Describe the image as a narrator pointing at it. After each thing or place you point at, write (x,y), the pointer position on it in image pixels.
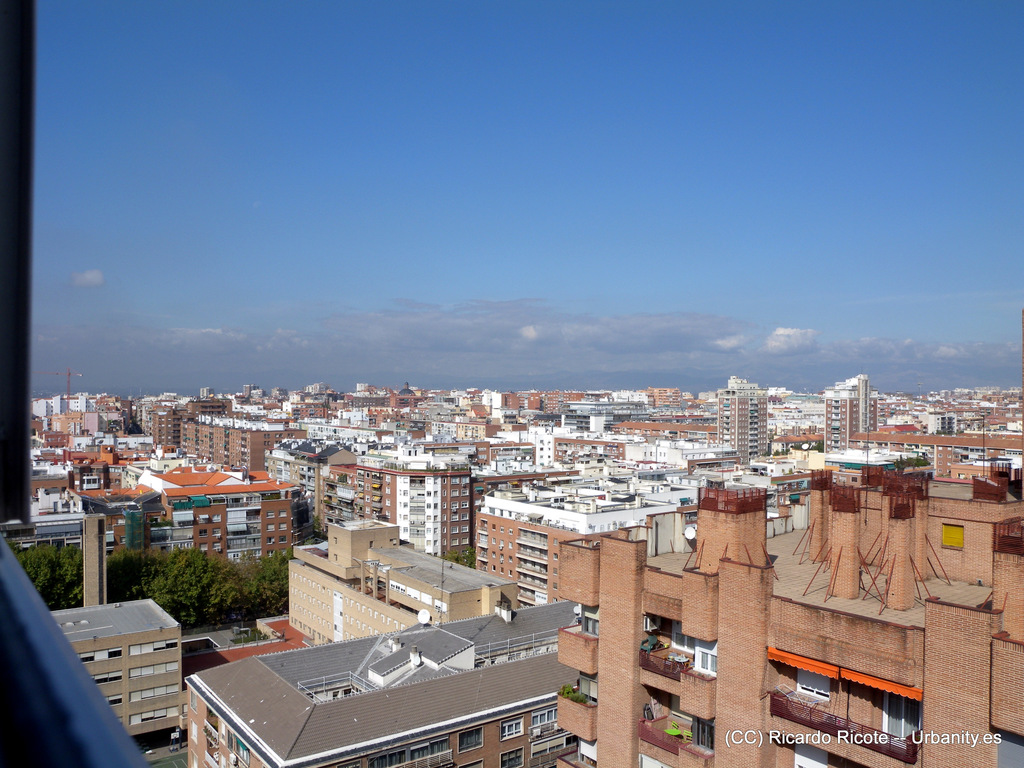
This image is taken outdoors. At the top of the image (264,227) there is the sky (697,360) with clouds (814,364). In the middle of the image (363,390) there are many buildings (514,667), houses (437,461), walls (602,699), windows (521,720), balconies (564,720), railings (242,538) and roofs (266,485). There are a few trees (214,577) with green leaves (204,600), stems (180,583) and branches (181,582).
